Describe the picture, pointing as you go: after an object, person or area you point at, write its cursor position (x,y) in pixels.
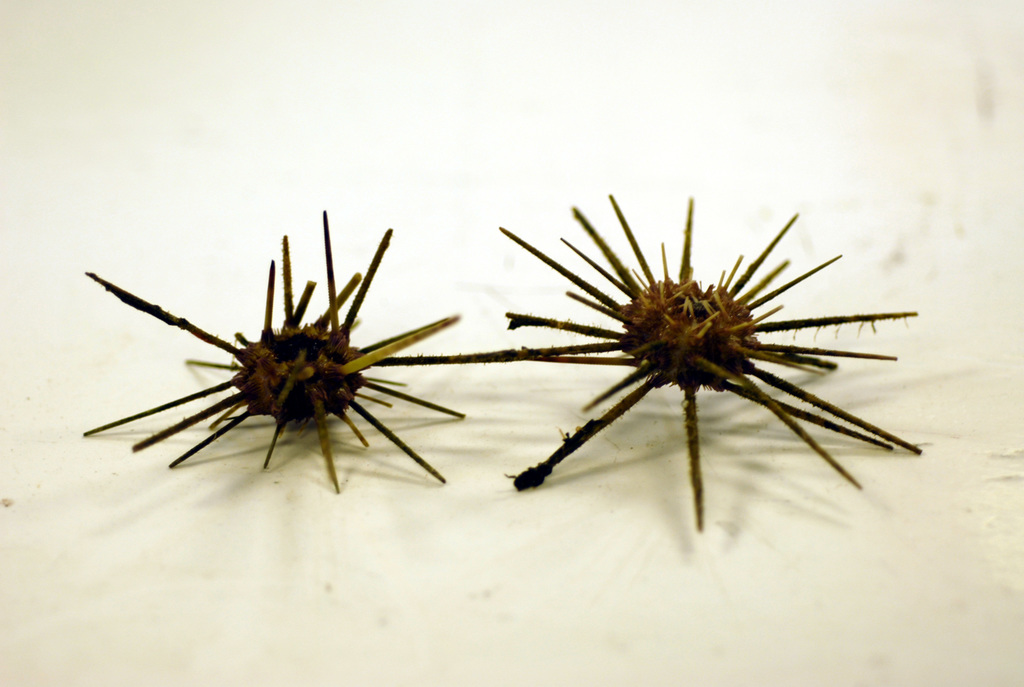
In this image in the center (631,399) there are some objects (663,377), at the bottom (603,572) there is a surface (460,546).
